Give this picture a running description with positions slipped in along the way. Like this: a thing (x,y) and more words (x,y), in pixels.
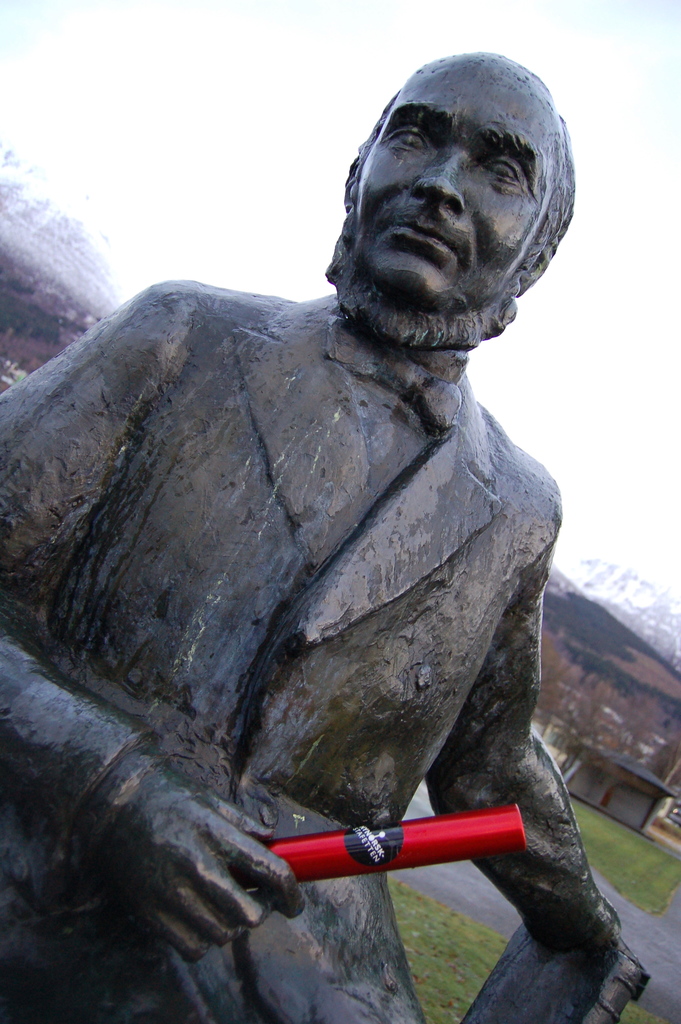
In this picture we can see a statue (353,881) and the statue (272,892) holding an item (310,861). Behind the statue (263,643) there are hills (606,663), shed (620,805) and a sky (386,56).
